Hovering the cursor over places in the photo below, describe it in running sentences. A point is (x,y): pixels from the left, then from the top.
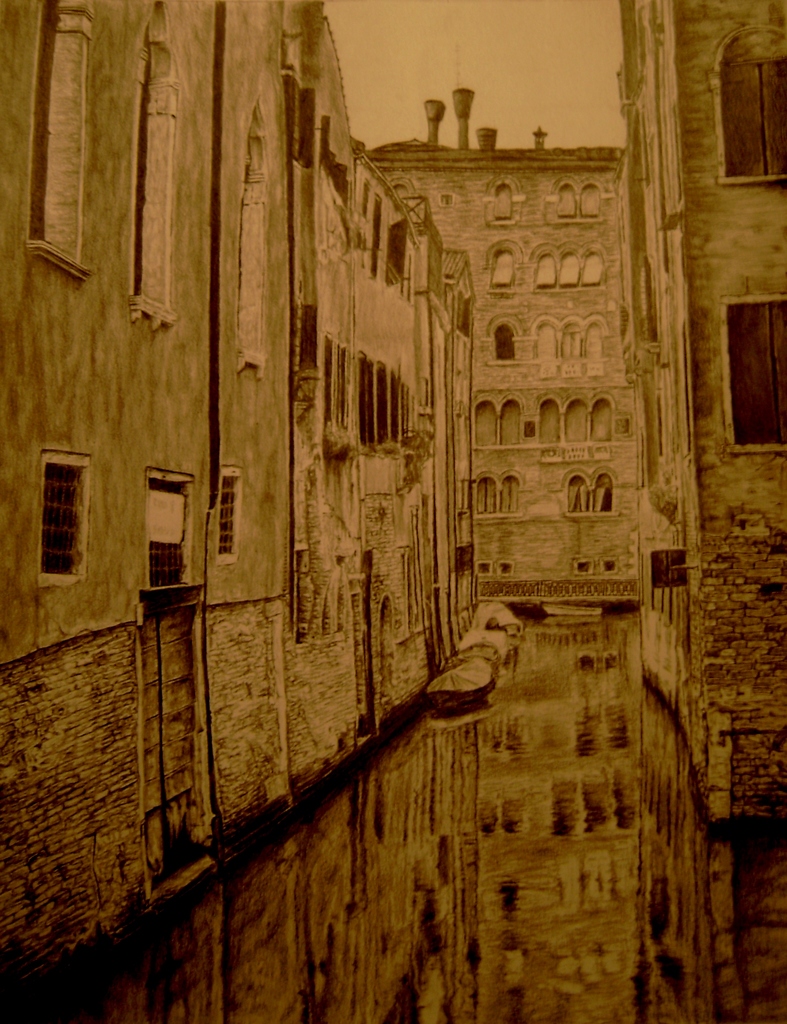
In this edited image there are buildings (536,366). There are windows (140,208), doors (178,685) and ventilators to the buildings (487,312). At the top (524,40) there is the sky (524,40). At the bottom (467,960) there is water (501,872) on the ground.
